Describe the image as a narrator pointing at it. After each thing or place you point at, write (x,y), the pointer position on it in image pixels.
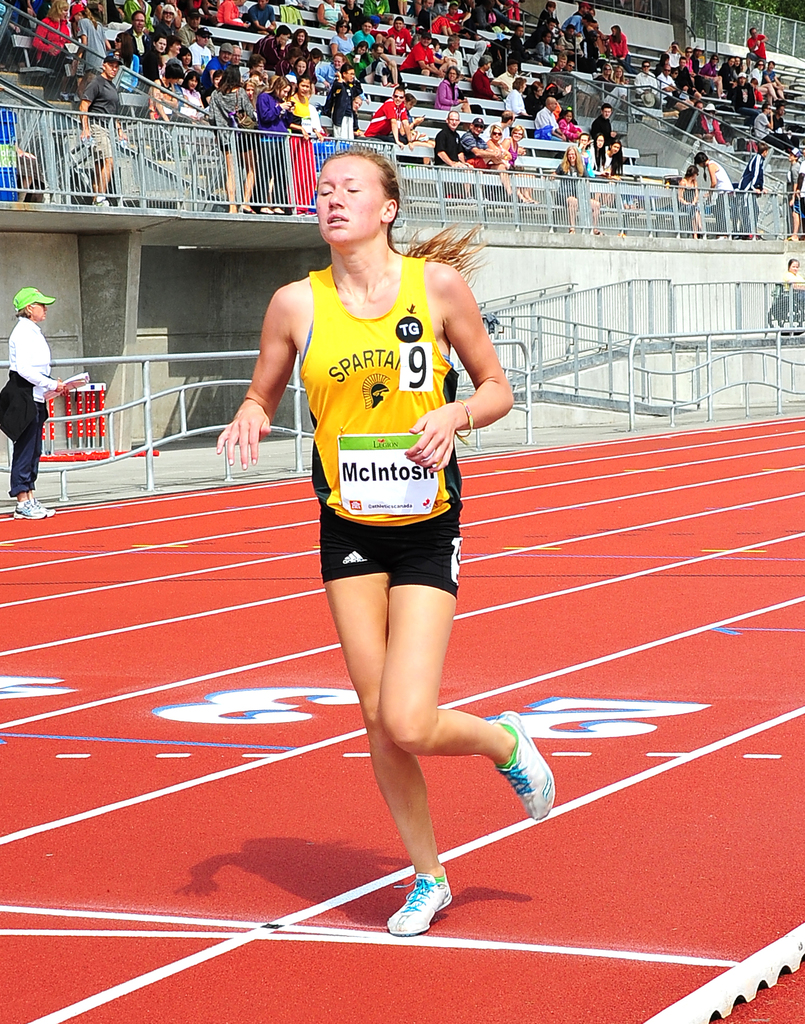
This picture looks like a stadium (229,253), In this image we can see a few people (231,153), among them, one person (397,420) is running on the ground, there are some railings (287,189) and benches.
